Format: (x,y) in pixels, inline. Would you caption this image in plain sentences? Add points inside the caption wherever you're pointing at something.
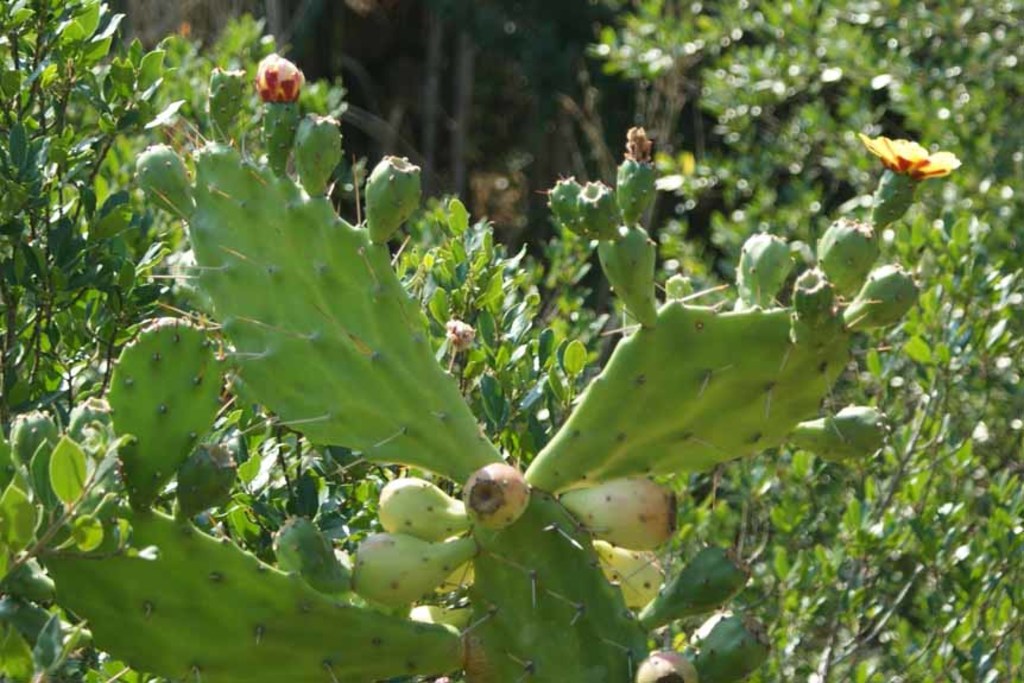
There is a cactus plant (404,521) with flowers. In the background (503,143) there are trees (840,511).
